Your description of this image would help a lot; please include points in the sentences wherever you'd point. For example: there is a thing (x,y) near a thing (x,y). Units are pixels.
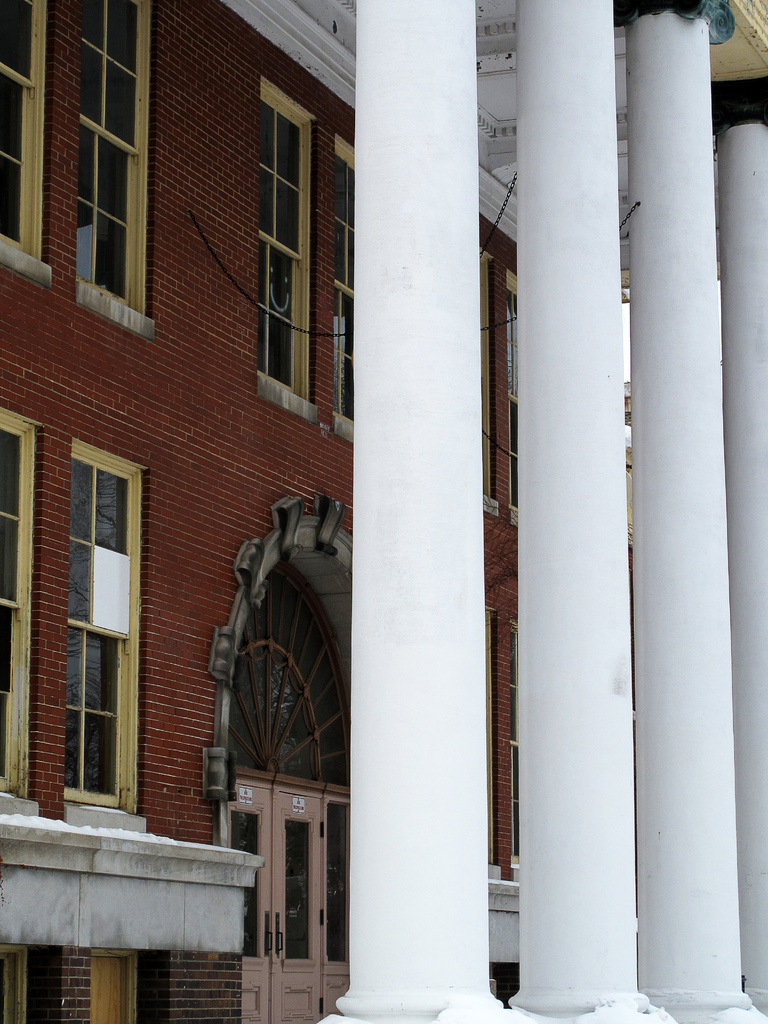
In the center of the image (294,440) there is a building (494,743). There are pillars (471,992). There are windows (75,575).
